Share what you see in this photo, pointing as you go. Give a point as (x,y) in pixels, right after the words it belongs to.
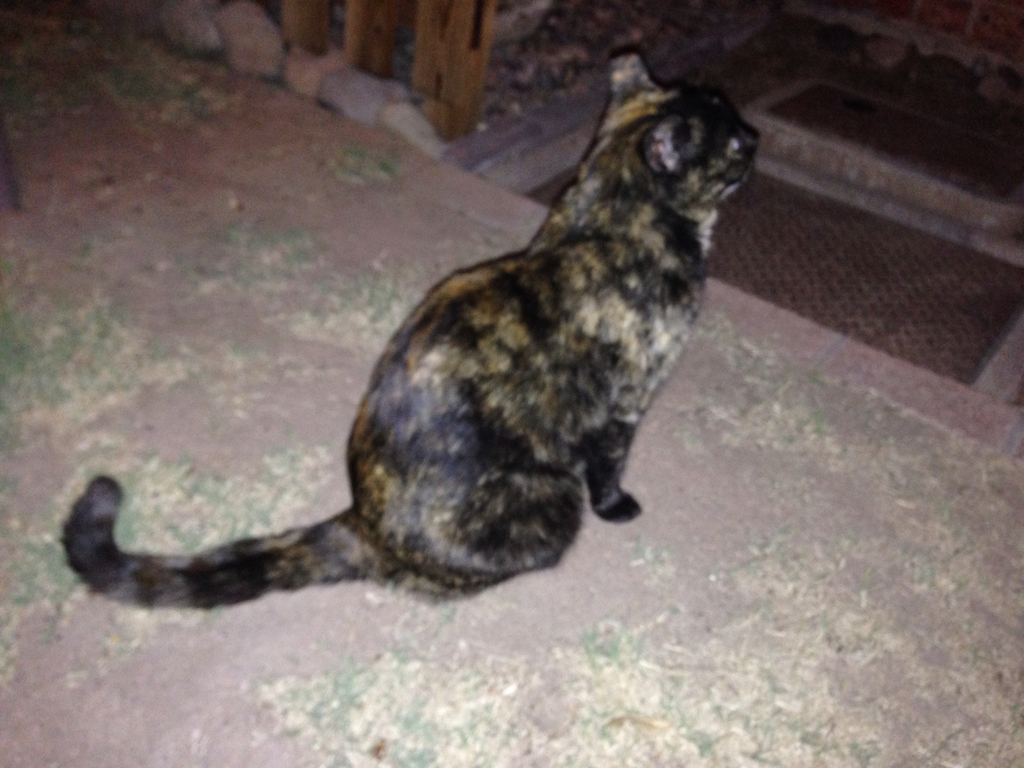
Here we can see a cat (552,462) on the ground (825,522). There are stones (403,138) and it might be a grill (860,279).
